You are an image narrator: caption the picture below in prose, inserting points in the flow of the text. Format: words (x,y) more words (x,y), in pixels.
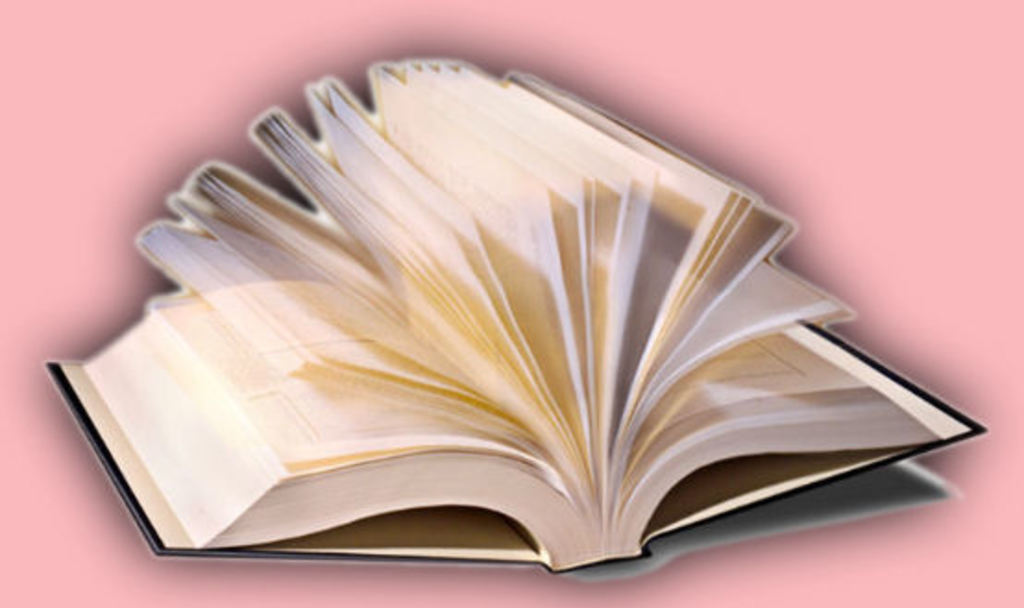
In this picture there is a book (578,479) which is opened and the background (43,60) is in pink color.
